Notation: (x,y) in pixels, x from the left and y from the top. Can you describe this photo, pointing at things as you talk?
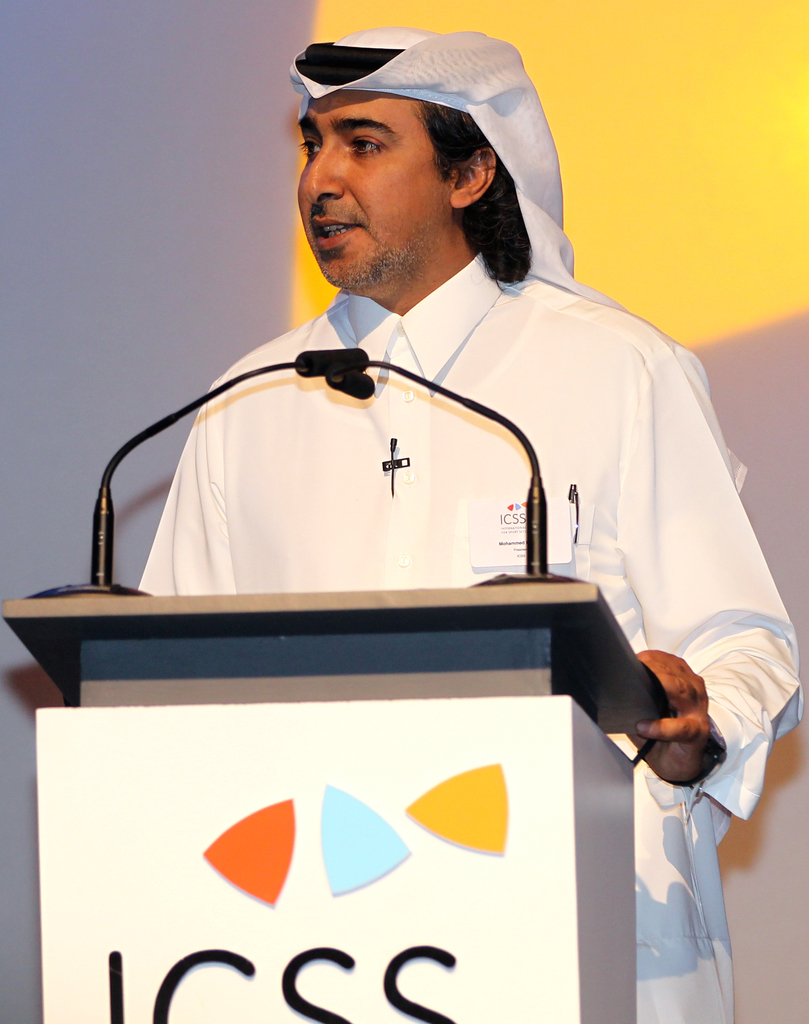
In this image there is a person (388,571) standing on the dais (541,702) in front of the microphones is speaking.
